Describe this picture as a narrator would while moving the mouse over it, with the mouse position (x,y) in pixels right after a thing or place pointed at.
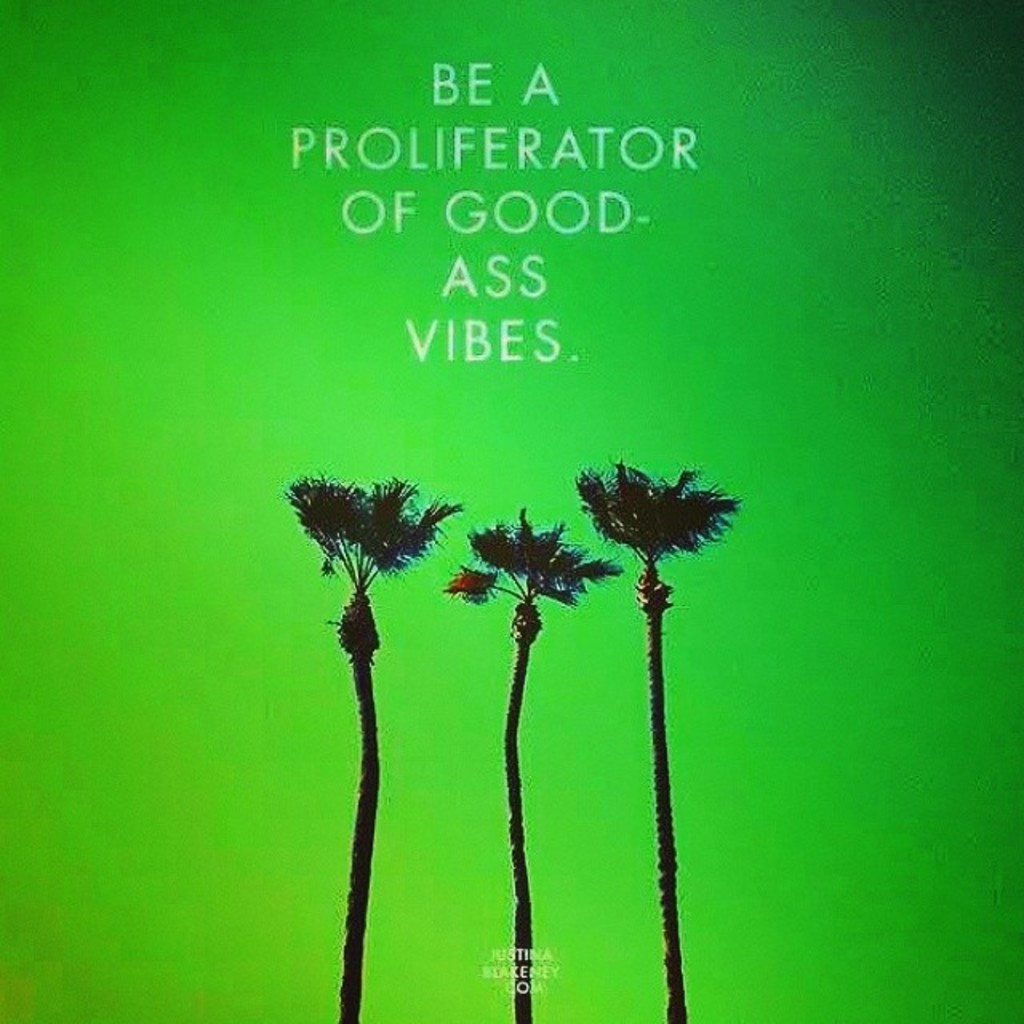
In this image I can see few trees (304,511) and here I can see something is written. I can also see green color in background (242,666).
